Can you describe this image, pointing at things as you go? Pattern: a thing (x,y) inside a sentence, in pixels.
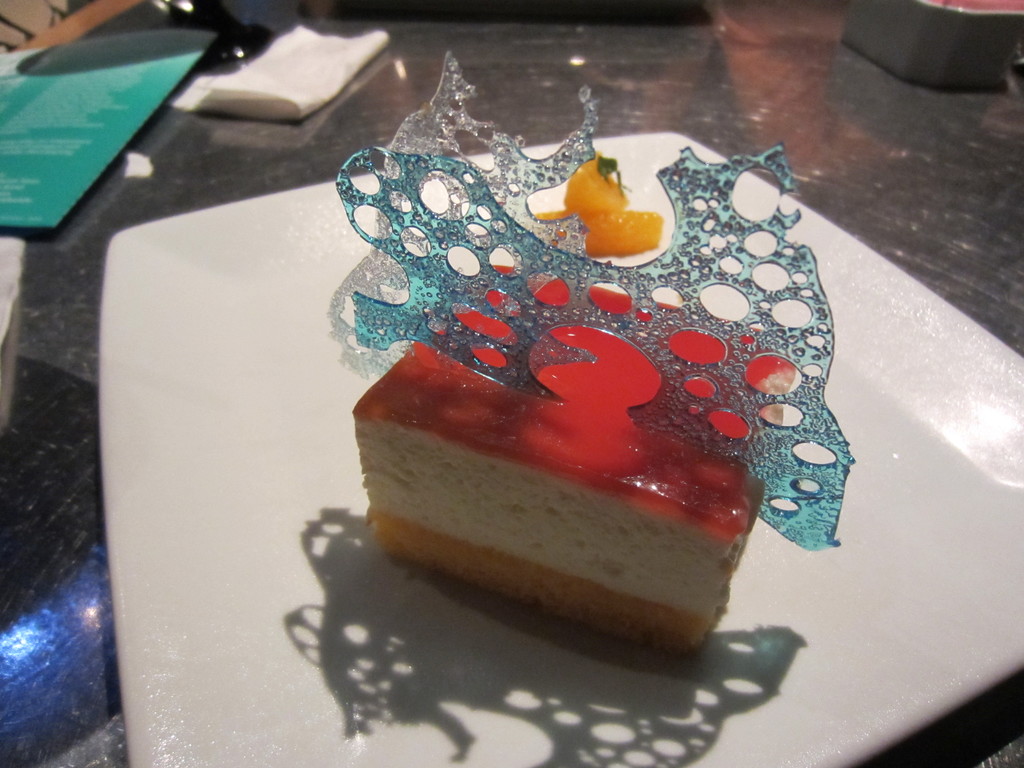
Here in this picture we can see a pastry (570,460) present on a plate (319,378), which is present on a table (187,113) and we can also see tissue papers (210,108) and menu card (98,108) present.
